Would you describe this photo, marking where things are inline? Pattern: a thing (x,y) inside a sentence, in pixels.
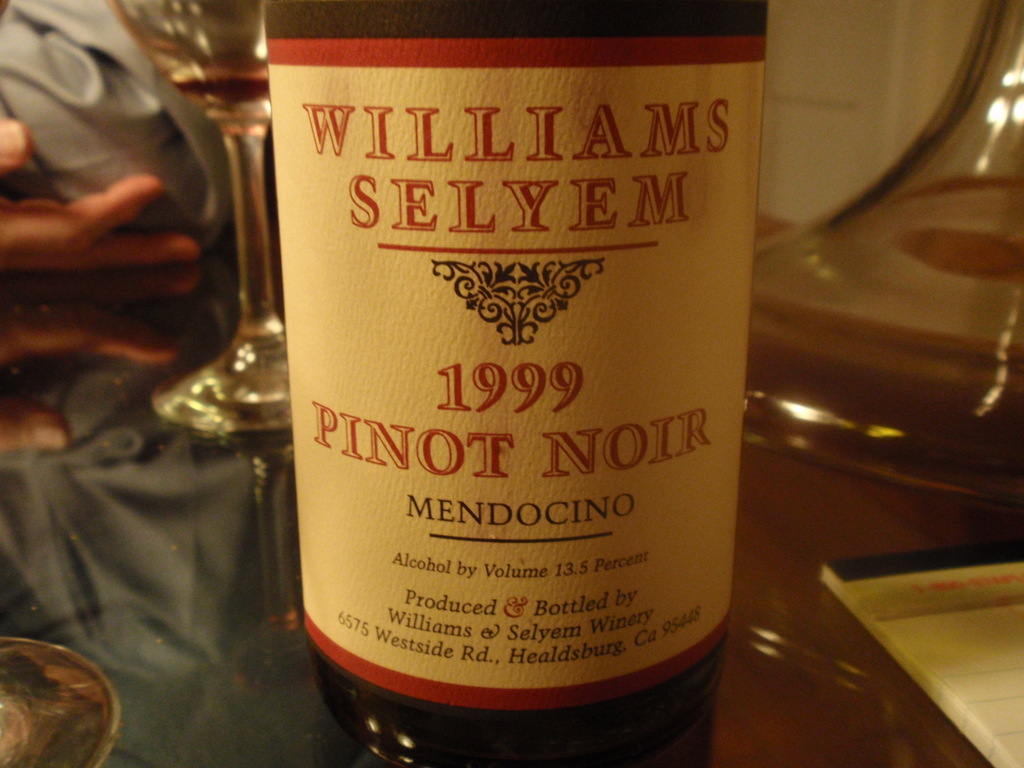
In the image we can see there is a wine bottle (459,484) and there are wine glasses (218,114) kept on the table (198,454). There is a cloth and there is a booklet (910,619) kept on the table (787,591).
